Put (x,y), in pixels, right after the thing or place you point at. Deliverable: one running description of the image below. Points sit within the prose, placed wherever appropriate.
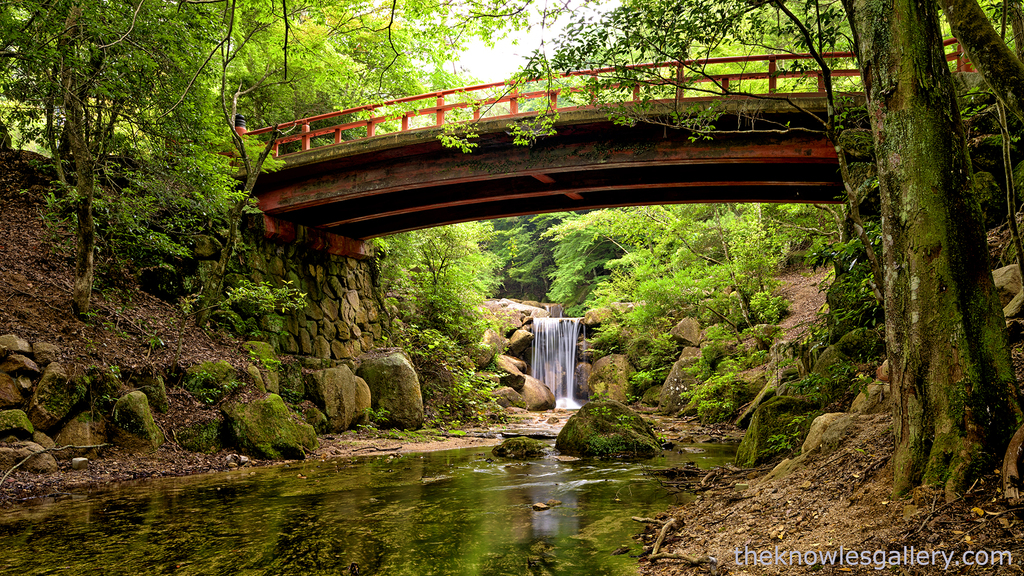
In the background of this picture (556,348), there is a waterfall (554,363) flowing through the river (452,559). On the right (916,282), there are trees (930,100). On the left (210,88), there are trees (155,154) and the rocks (14,363). On the top (656,151), there is a red bridge (788,149) and the sky (478,70).
